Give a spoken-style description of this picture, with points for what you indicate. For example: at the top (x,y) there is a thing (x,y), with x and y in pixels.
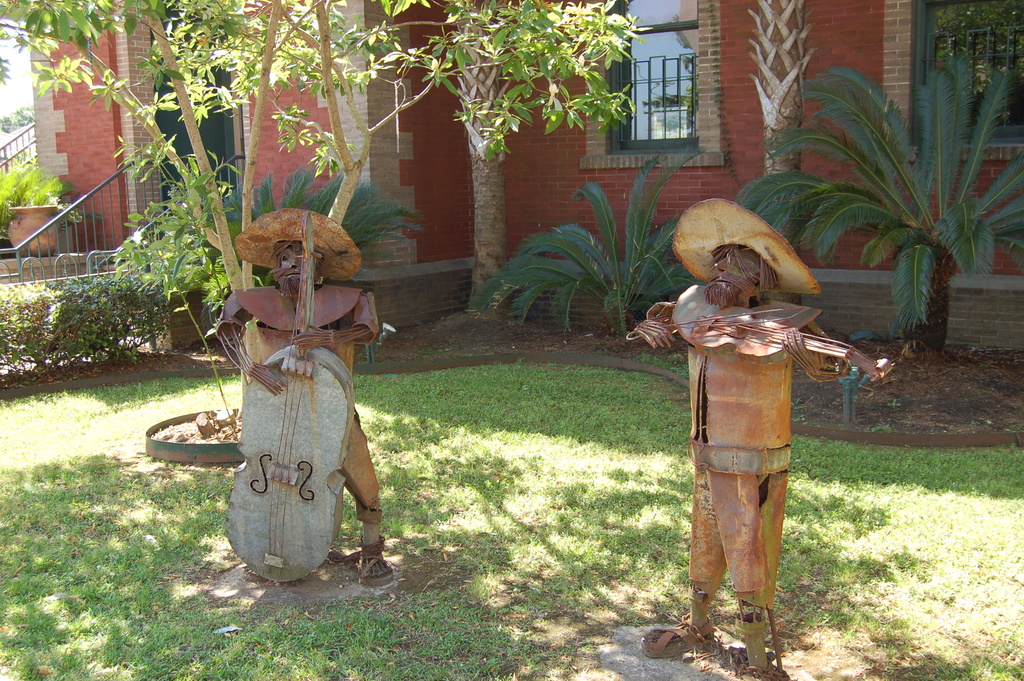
In this image I can see grass ground (460,443) and on it I can see two sculptures (253,545). In the background (259,103) I can see number of plants (411,215), few trees (779,82), railings (54,238) and a red colour building (422,138). I can also see two windows (658,1) on the top right side of this image (994,33).
